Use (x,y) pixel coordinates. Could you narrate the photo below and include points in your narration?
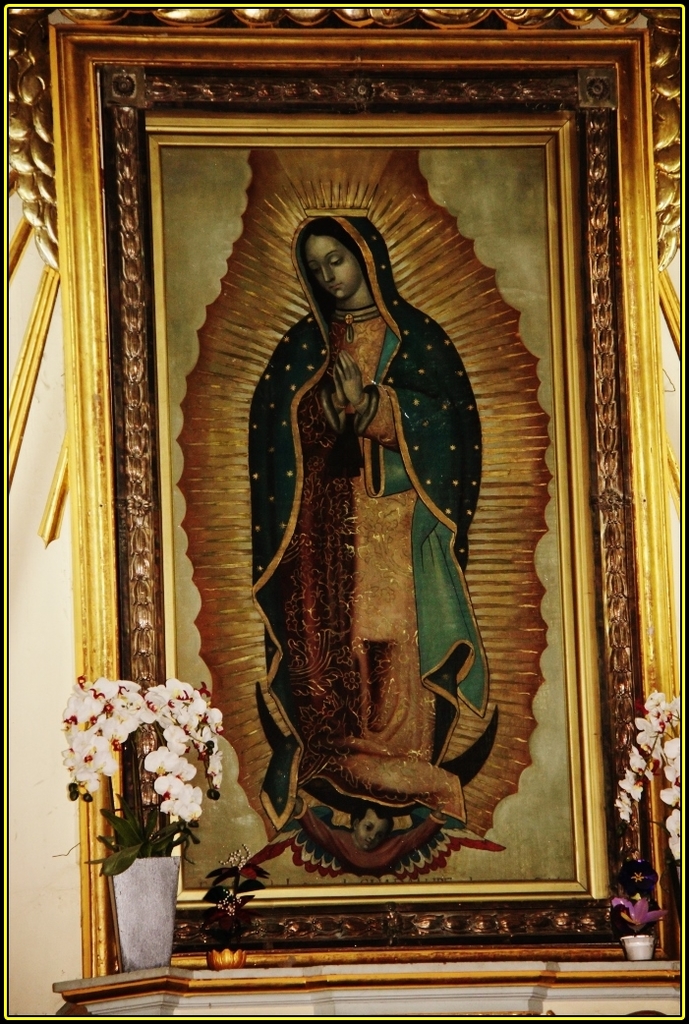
In this image I can see a frame (641,445) which consists of a painting (319,497) of a person (293,534). At the bottom (136,884) there are few flower pots (125,835).
